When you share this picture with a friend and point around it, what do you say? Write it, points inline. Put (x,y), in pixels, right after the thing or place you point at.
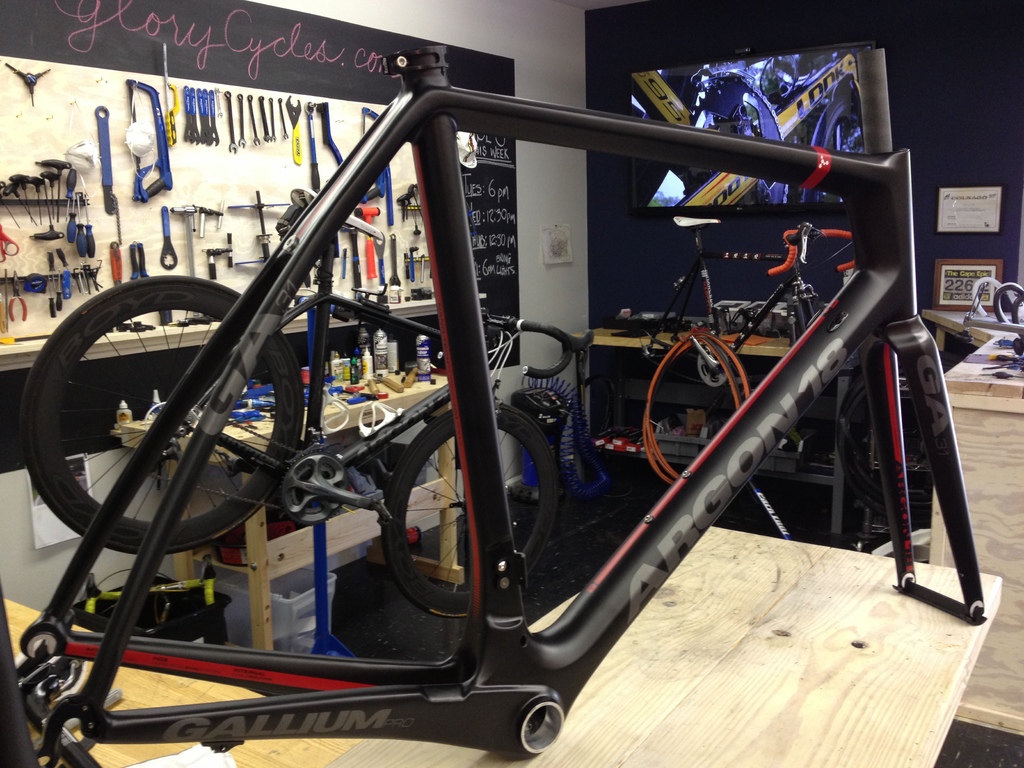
In this image we can see a bicycle (386,427), few parts (273,292) of the bicycle (451,250), there are few tools (393,238), some text (494,218), a screen (719,200) and a board (489,221) on the wall (963,115), there are few objects (79,684) on the tables (602,665) and there are few other objects (555,435) on the floor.
